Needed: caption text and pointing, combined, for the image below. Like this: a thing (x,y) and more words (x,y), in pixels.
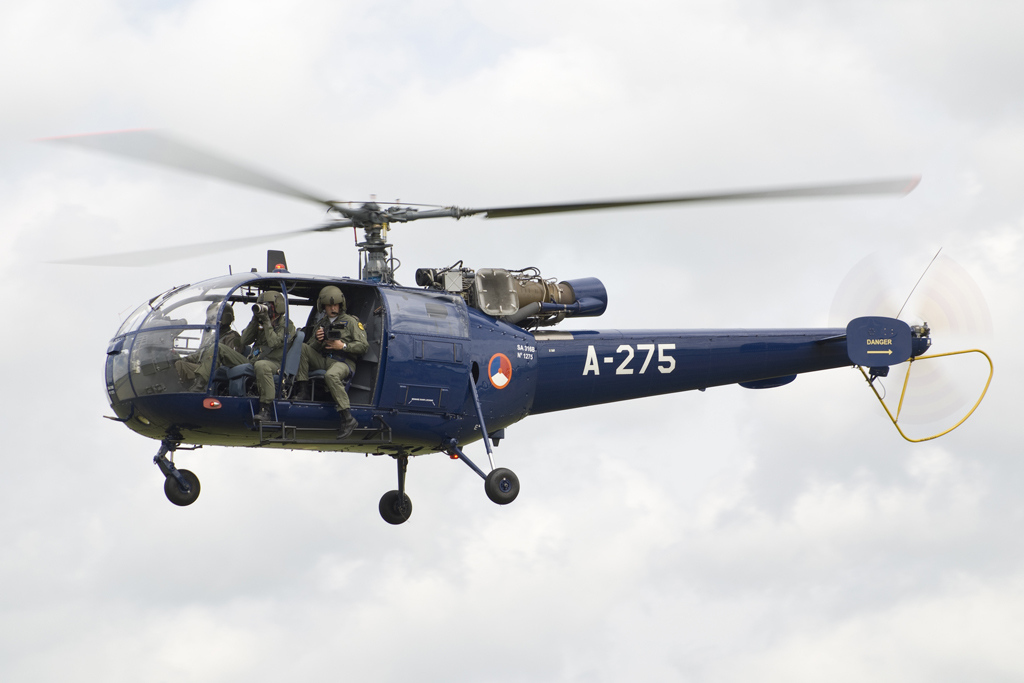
In the image we can see a helicopter (527,375). In the helicopter (366,395) there are people (311,361) sitting, they are wearing clothes (324,361), helmet (325,308) and shoes (352,430). And a cloudy sky (696,557).
